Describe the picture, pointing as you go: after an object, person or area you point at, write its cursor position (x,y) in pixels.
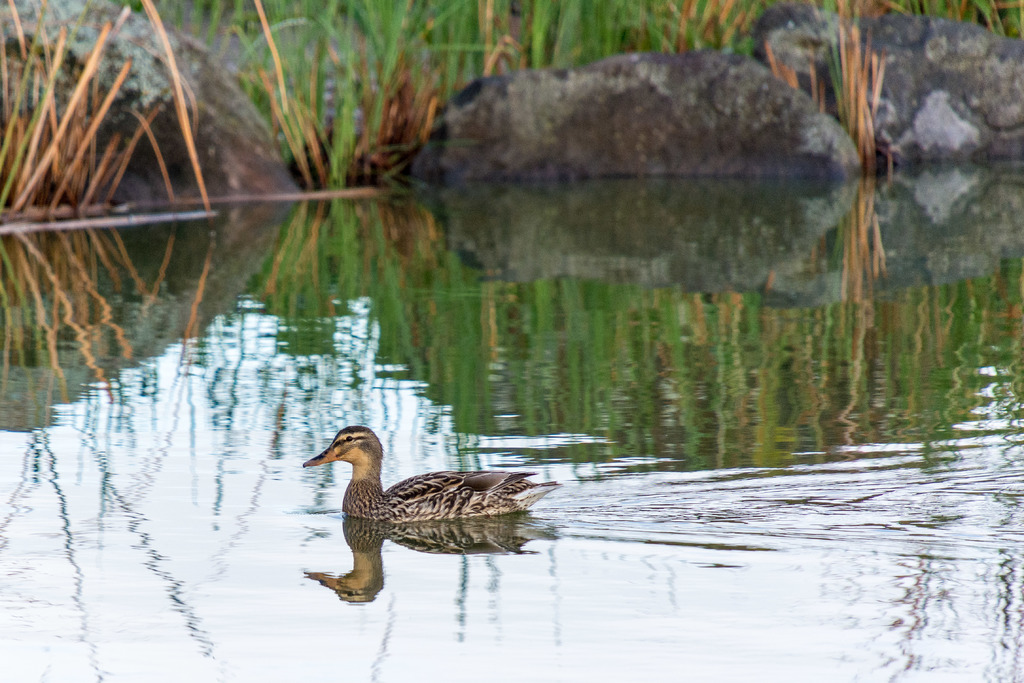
In this picture we can see a duck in water (245,232). There is some grass (348,41) and a few rocks (801,41) in the background (332,46).
